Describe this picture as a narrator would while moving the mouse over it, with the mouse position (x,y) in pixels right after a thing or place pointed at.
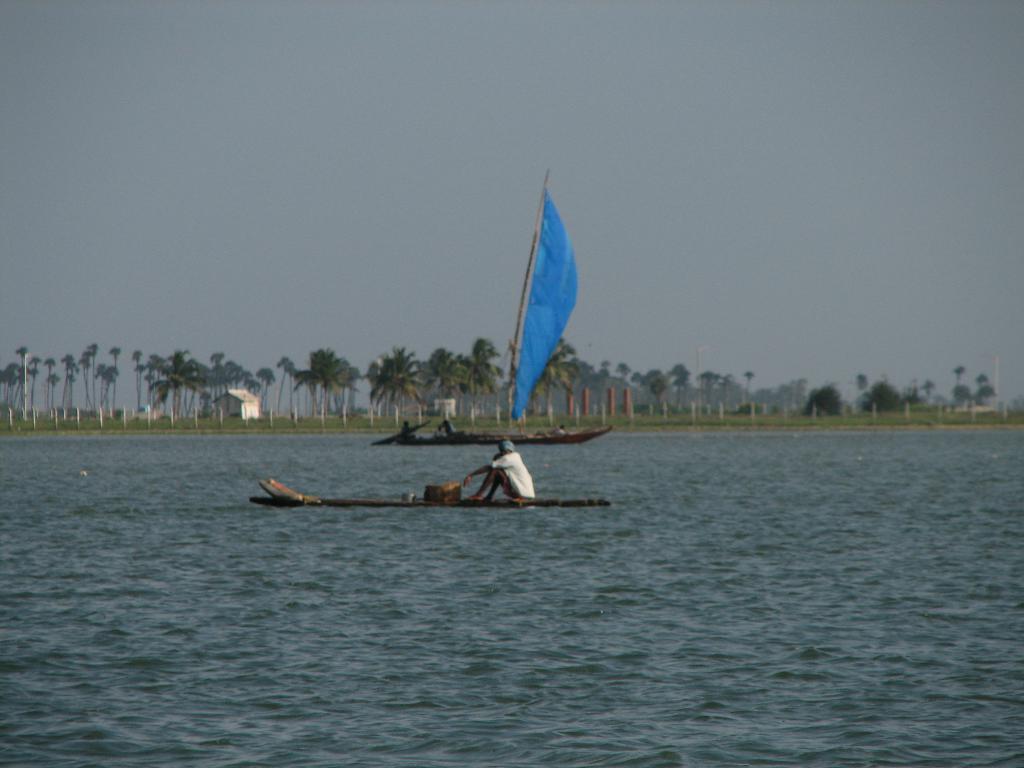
In this image, we can see few people (500,498) are sailing boats (386,500) on the water (457,662). Background (142,408) we can see so many trees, houses (232,396), poles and sky (392,239).
